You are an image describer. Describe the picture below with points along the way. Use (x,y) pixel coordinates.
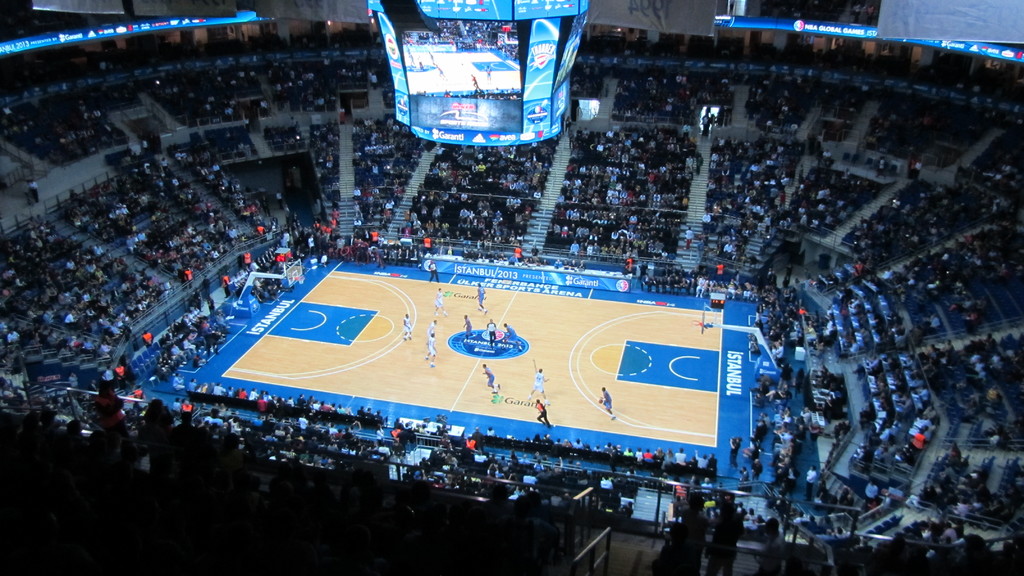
This image is taken in a stadium (683,486). In the middle of the image (456,336) there is a court (430,367) and a few people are playing basketball. At the top of the image (499,81) there are a few screens (473,68) and there are many boards (534,137) with text (822,25) on them. In this image there are walls (94,175), railings (98,182) and stairs (417,180). Many people (598,178) are sitting on the chairs (87,461) and a few are standing.
